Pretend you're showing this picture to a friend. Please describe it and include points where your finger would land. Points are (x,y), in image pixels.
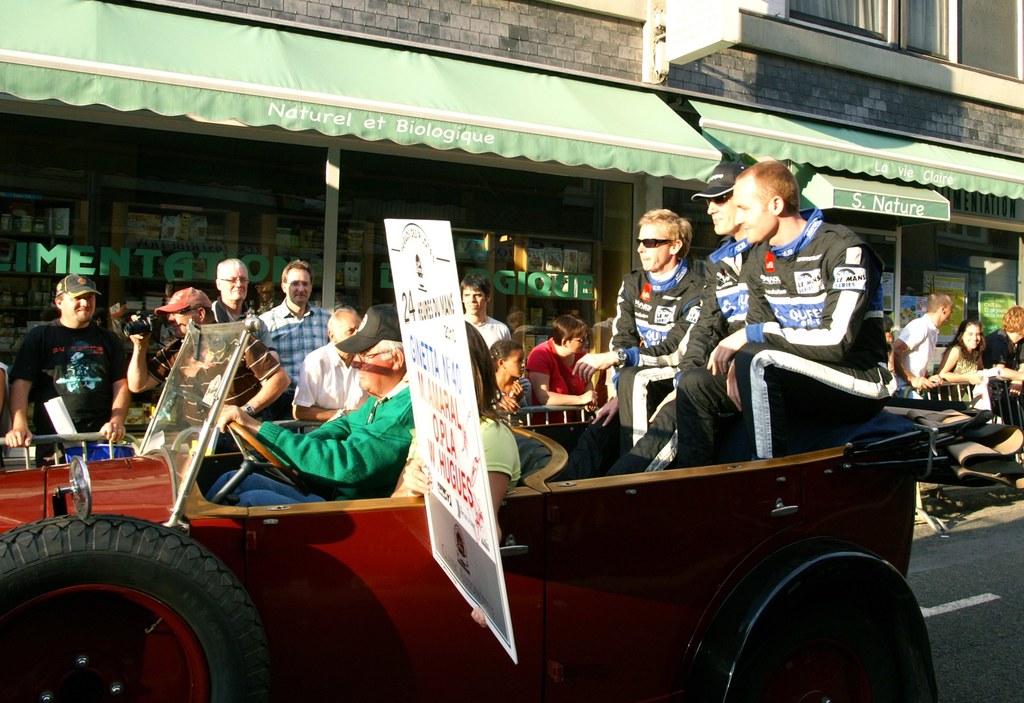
In this picture we can see a vehicle (903,664) on the road (955,567), here we can see a group of people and a board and in the background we can see a building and few objects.
